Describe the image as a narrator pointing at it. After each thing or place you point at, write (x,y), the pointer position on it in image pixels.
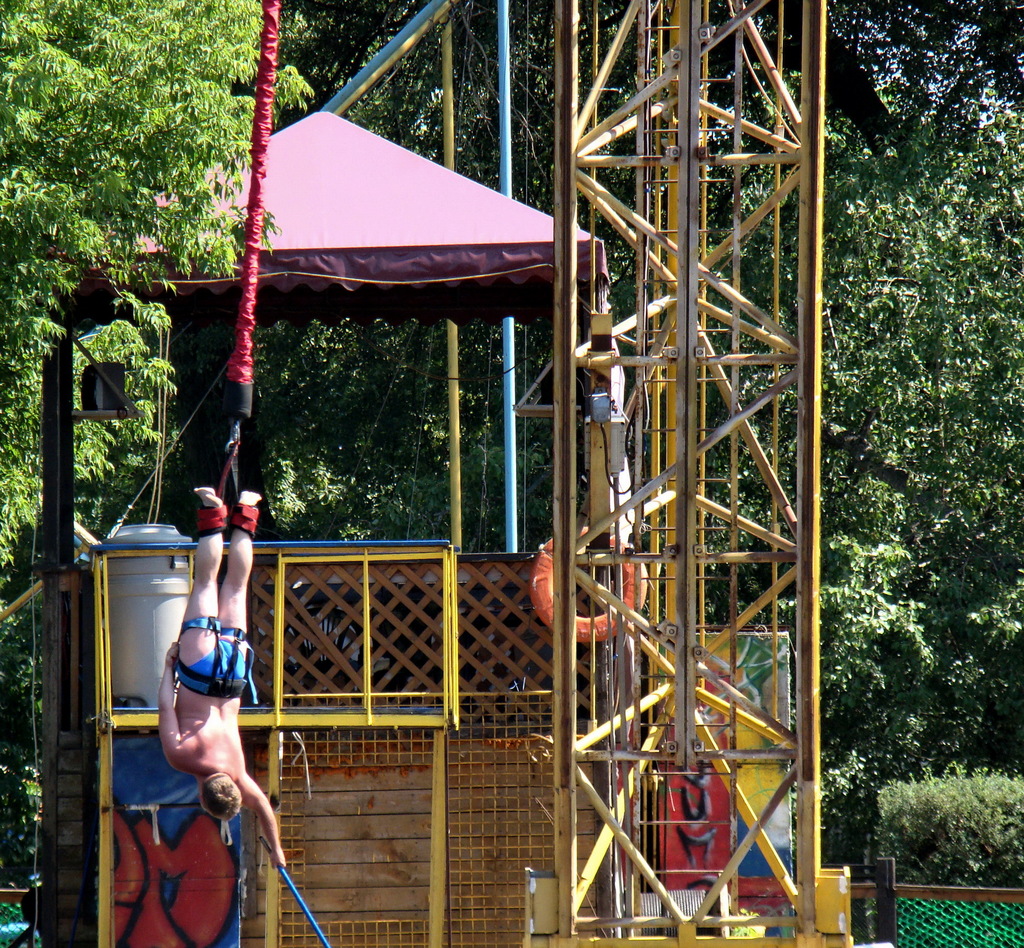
In this image we can see tower (673,314), tube (539,572), rope (271,61), person (166,695), tree (219,221), tent (519,231) and fencing (949,899).
